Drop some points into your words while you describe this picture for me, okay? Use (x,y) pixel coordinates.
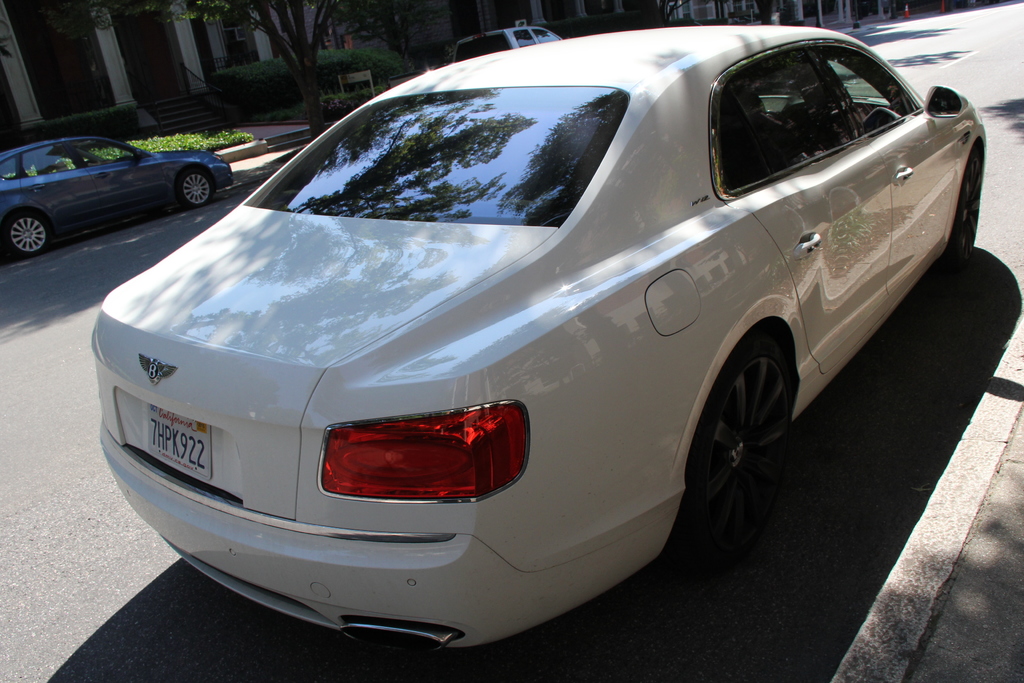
At the bottom of the image (563,583) there is a car (528,346) on the road (710,673). Behind the car (435,111) there are two cars (511,42) on the ground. Behind them there is a footpath (288,123) with small plants (206,132) and also there are trees (230,8). There are houses (31,37) with pillars (104,31), doors (148,56), steps (175,105) and railings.
